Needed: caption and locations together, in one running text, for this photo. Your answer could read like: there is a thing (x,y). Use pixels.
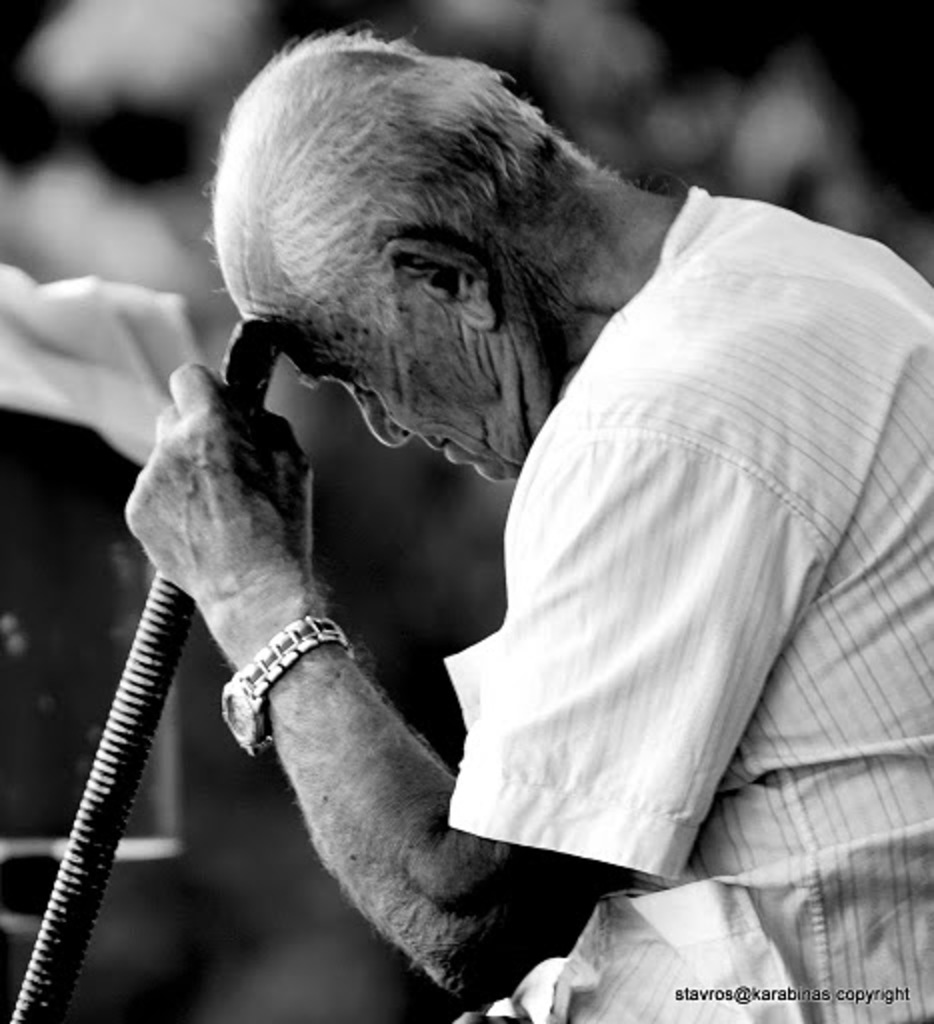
As we can see in the image in the front (699,582) there is a man (704,494) wearing white color shirt (709,555), watch (325,643) and holding a stick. The background (700,48) is dark.
